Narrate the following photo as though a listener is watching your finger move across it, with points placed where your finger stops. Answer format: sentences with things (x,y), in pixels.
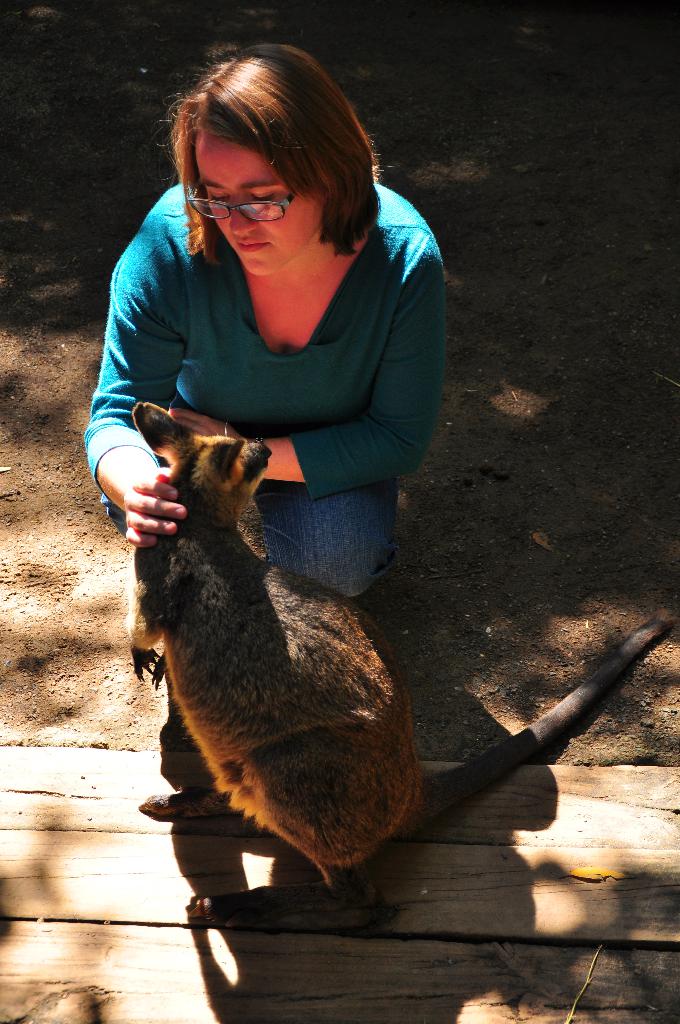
In this image I can see a species (293,710). I can also see a woman (279,256) wearing the spectacles (268,210).
